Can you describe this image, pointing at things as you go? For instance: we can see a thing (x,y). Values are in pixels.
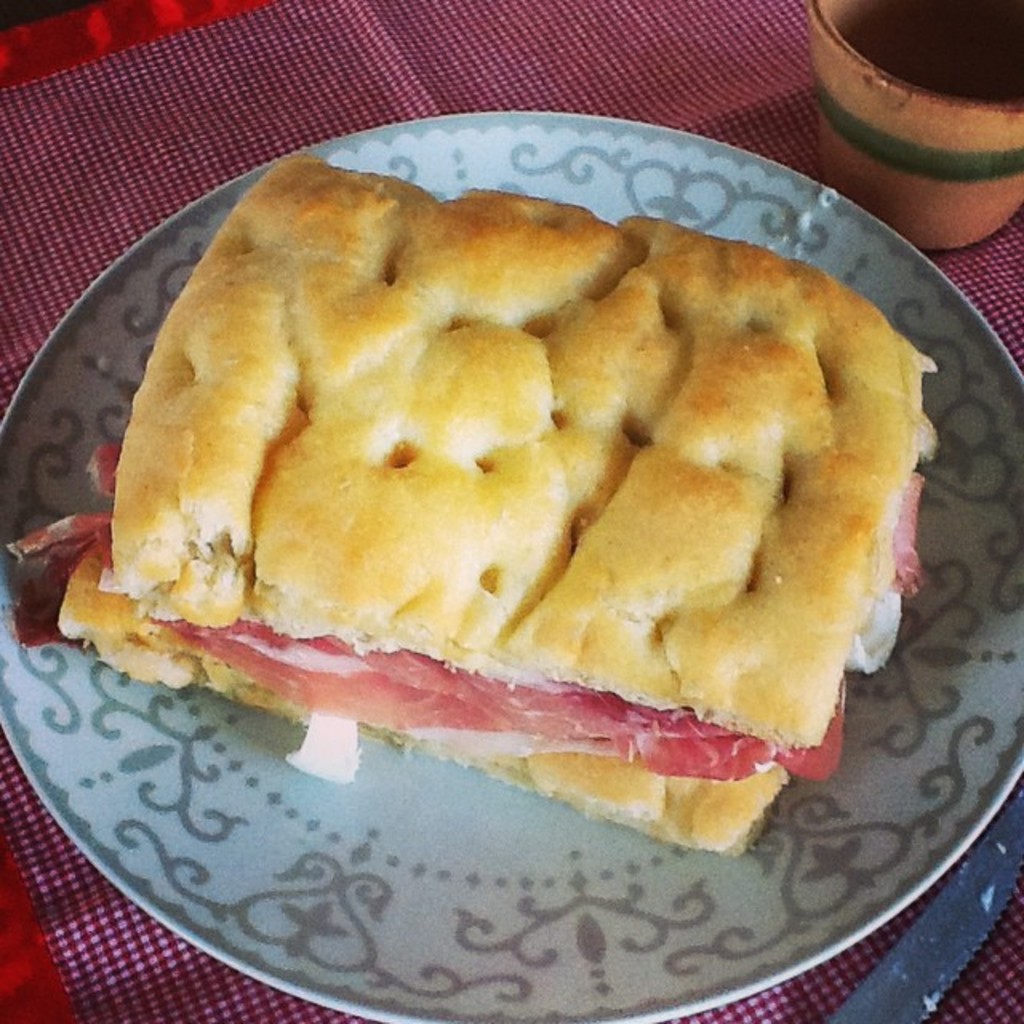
In the image in the center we can see one table (68,248). On the table (180,204), there is a cloth (42,275), glass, knife (983,867) and plate (985,708). In plate (972,836), we can see some food item (613,461).
